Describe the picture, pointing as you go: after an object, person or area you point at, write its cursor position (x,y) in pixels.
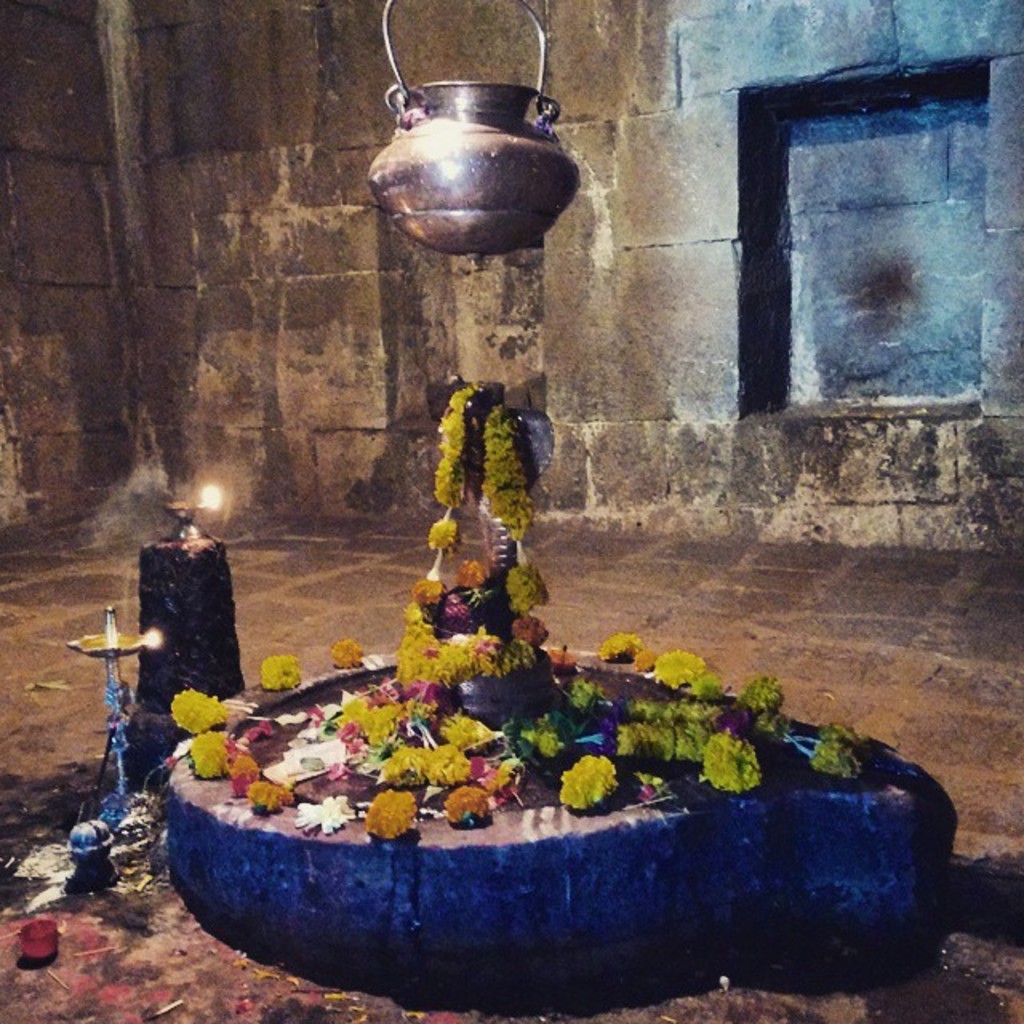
In this image I can see the statue of the god (705,871). I can see few flowers (707,709), diyas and few objects (158,603) around. I can see the wall (319,235) and the vessel (501,139) at the top (505,122).
